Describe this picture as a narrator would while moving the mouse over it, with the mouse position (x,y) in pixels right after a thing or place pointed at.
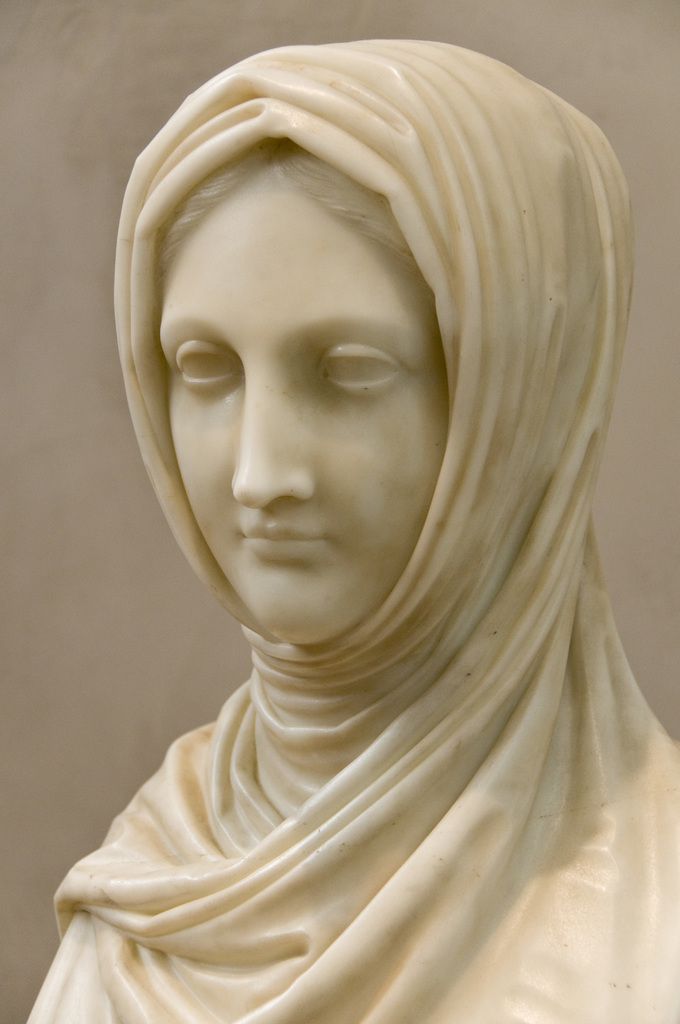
In the image there is a sculpture (230,378) of a woman (358,445).
